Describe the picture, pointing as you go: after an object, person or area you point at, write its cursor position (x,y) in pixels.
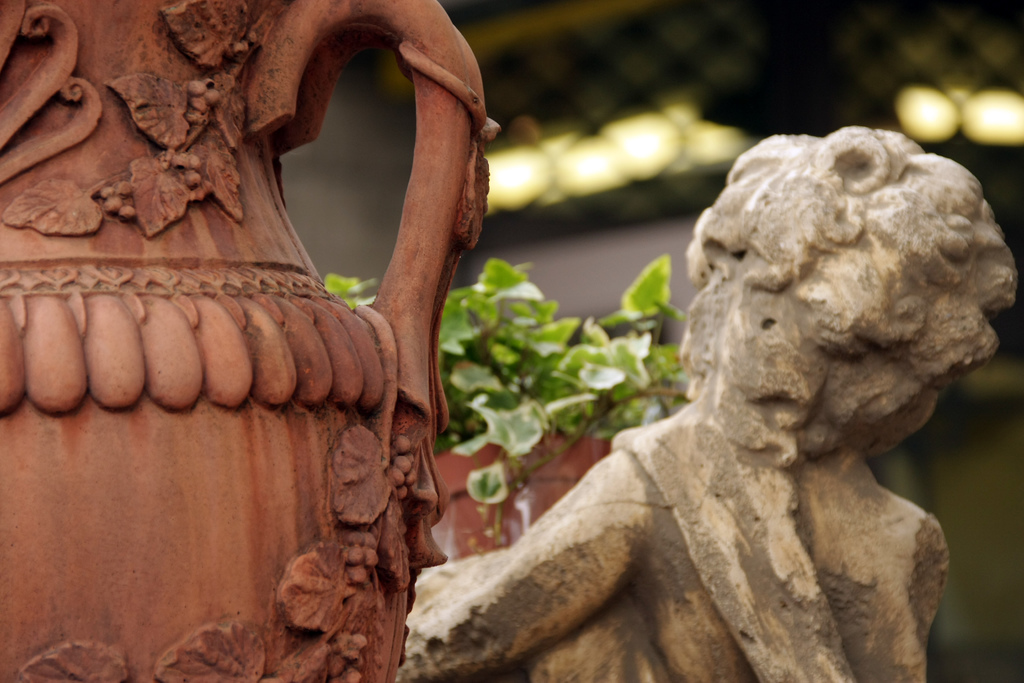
Here, we can see some flower pots (230,553) and there are some green color plants (520,391), in the background (572,157) we can see some lights (567,169).
